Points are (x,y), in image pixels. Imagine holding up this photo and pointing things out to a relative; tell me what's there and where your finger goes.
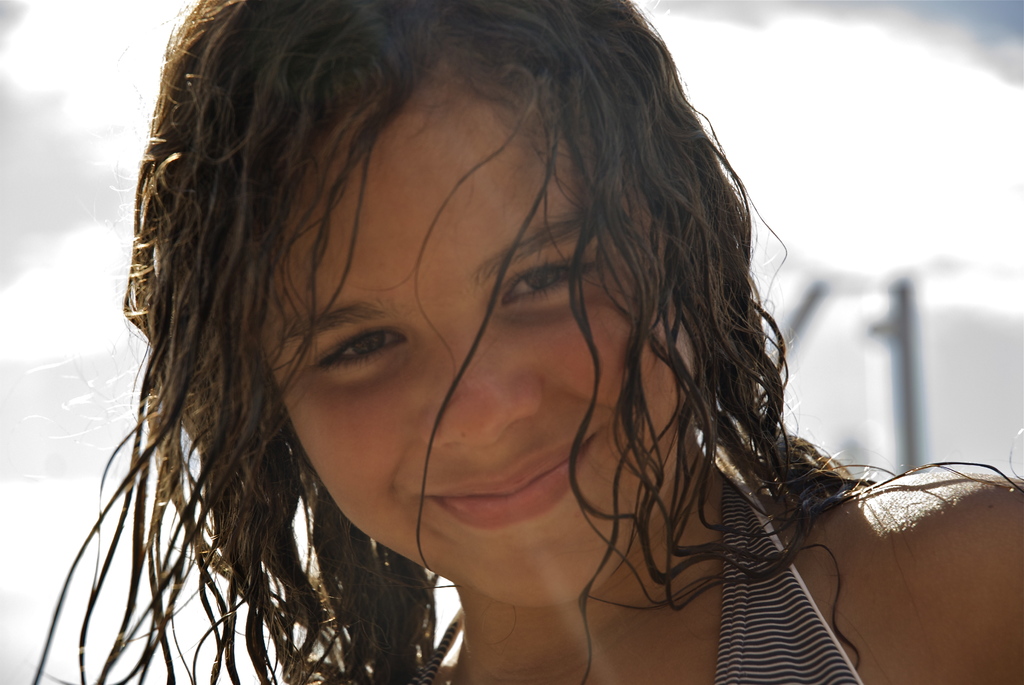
In this image there is a picture of a girl (578,422) who is smiling. In the background (880,250) there is white color background (903,259).
